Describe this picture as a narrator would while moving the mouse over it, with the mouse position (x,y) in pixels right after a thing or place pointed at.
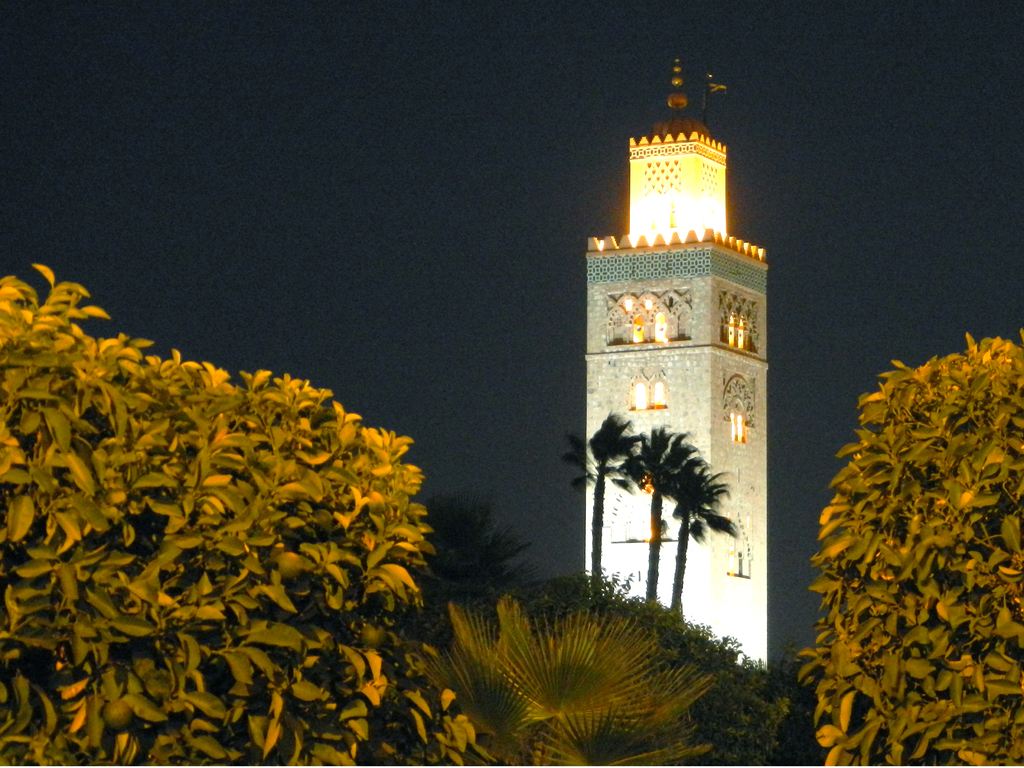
In the center of the image (635,425) there is a building (684,327) and we can see lights (690,205) in the building (697,193). On top of the building (677,210) there is a flag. In front of the image there are trees (873,624). In the background of the image (388,162) there is sky (363,170).
